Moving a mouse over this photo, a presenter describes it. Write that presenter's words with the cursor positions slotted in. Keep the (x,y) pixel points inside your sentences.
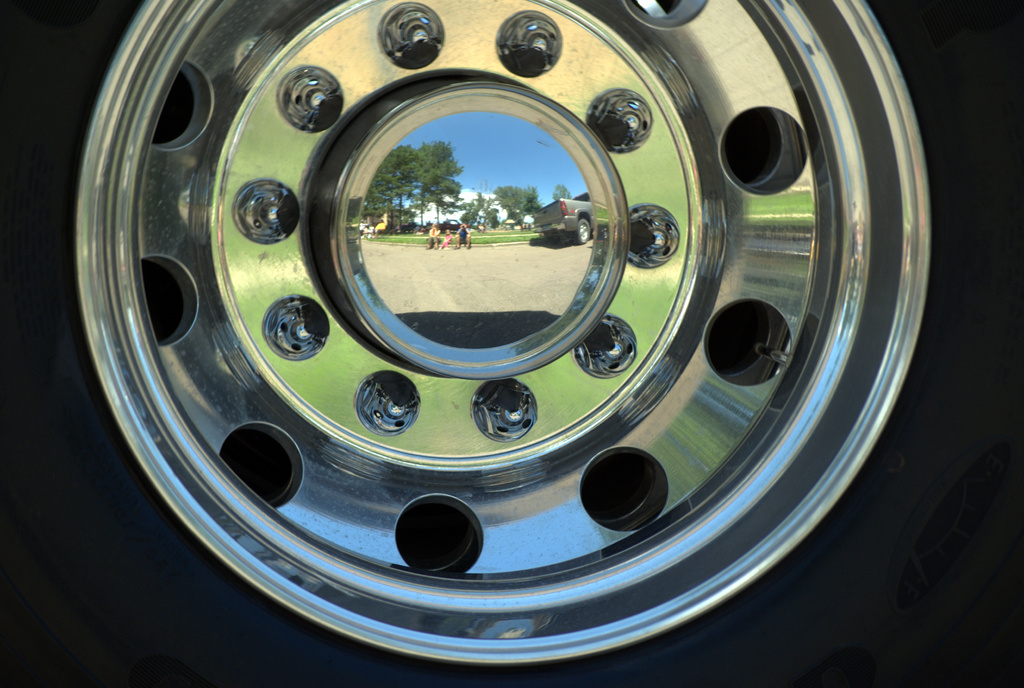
In this image we can see Rim wheel (258,289) of a car (27,351) in which we can see the reflection (423,244) of some persons (458,243) sitting on ground (529,251), a vehicle (557,234) moving, there are some trees (400,195) and clear sky (466,194).
